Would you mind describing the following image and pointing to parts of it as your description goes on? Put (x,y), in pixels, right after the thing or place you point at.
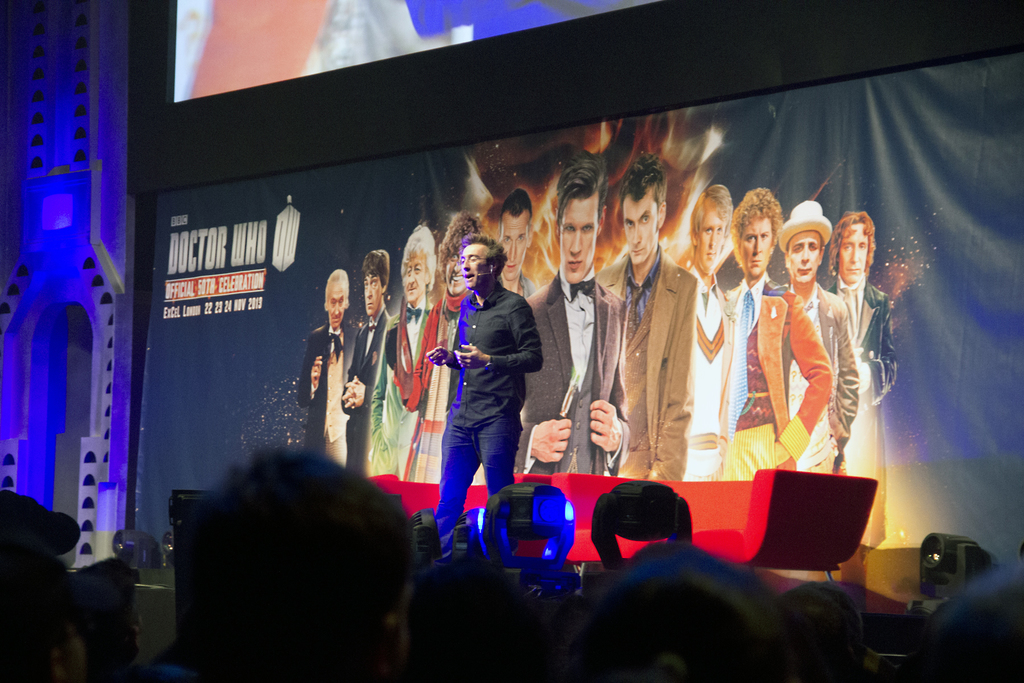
In this image we can see a person (496,360) wearing microphone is standing on the stage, we can also see some lights (429,526) and some chairs (729,517) placed on the stage (884,596). At the bottom of the image (607,611) we can see a group of people (651,560) sitting. In the background (787,271), we can see a banner (806,271) with pictures (787,256) and text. At the top of the image (377,16) we can see a screen (286,38).
